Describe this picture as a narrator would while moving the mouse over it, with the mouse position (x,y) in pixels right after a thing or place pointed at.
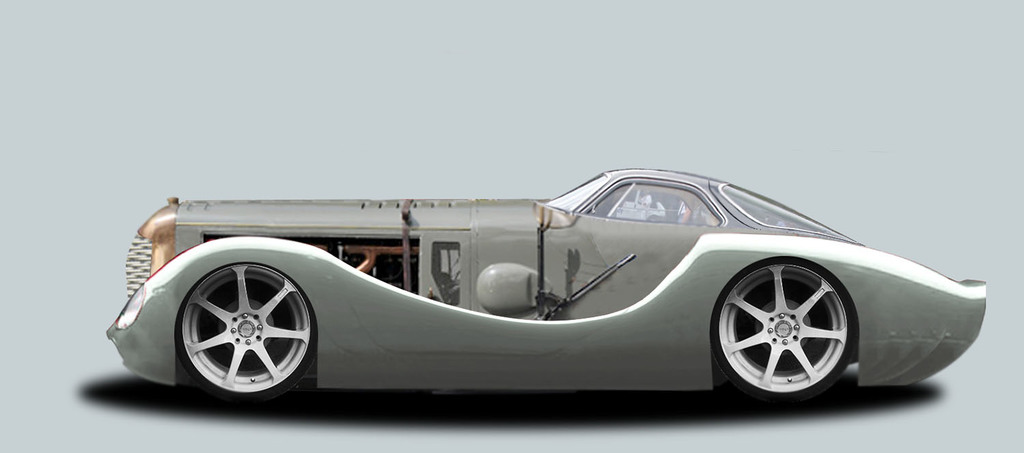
In the picture we can see a side view of the car (174,271) with window glasses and wheels (785,340) and the car (468,261) is gray in color.
